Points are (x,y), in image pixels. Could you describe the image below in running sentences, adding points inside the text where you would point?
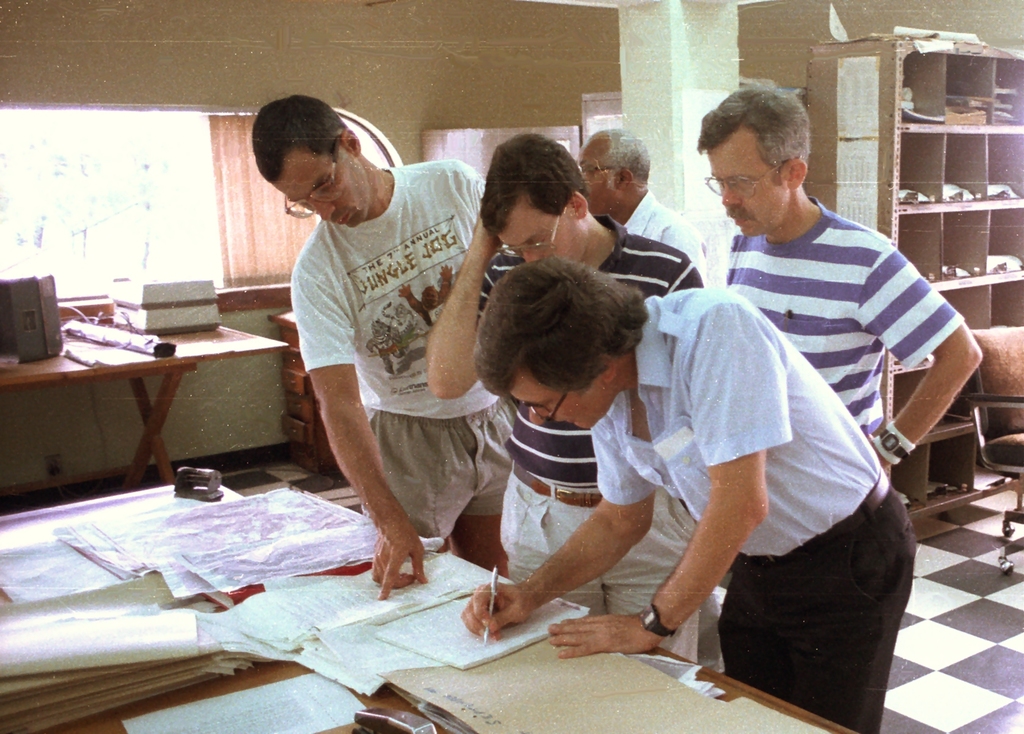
In this image we can see a group of people (582,175) are standing, and here a person (659,377) is holding the pen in the hand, and in front (438,568) here is the table (379,574) and books (468,661) and papers (399,661) on it, and here is the pillar (630,115), and here is the wall (257,100) and here is the books rack (963,172).
